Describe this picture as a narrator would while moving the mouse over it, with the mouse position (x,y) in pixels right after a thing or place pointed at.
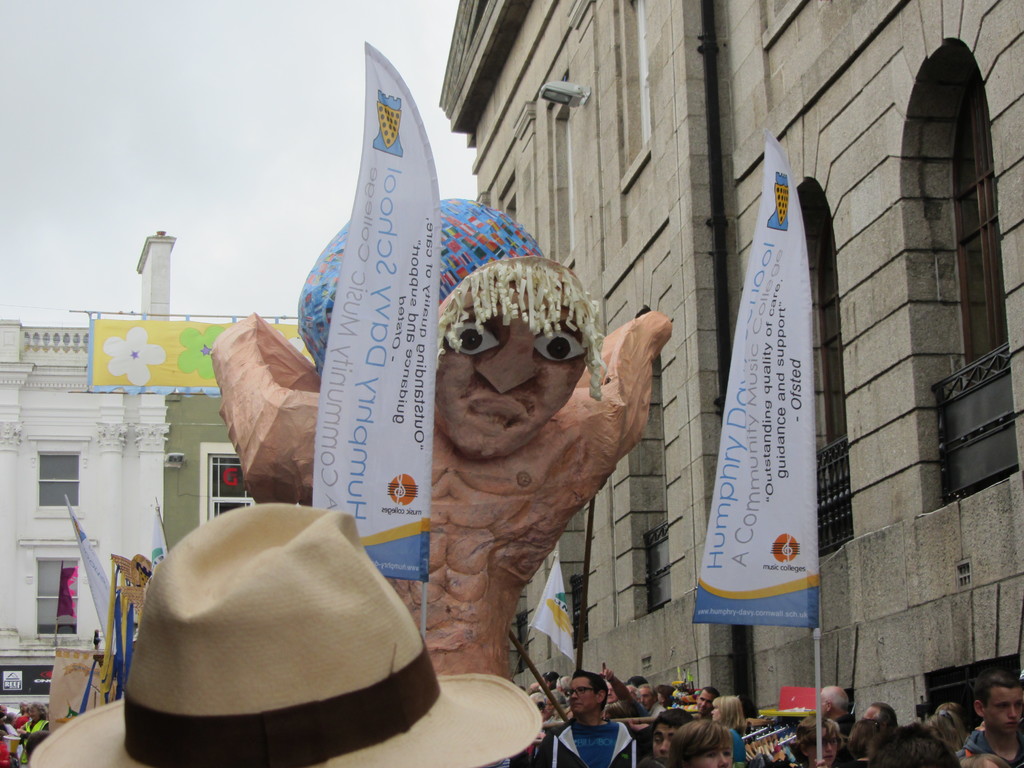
This is an outside view. In the middle of the image (487,442) there is an object (504,497) which seems to be a wooden sculpture (468,408). At the bottom (550,741), I can see a crowd of people (648,738). In the bottom left-hand corner (244,656) there is a cap (297,702). Here I can see two flags (413,483) on which there is some text (750,449). In the background (24,417) there are few buildings (24,417). At the top of the image (141,136) I can see the sky (40,148).
